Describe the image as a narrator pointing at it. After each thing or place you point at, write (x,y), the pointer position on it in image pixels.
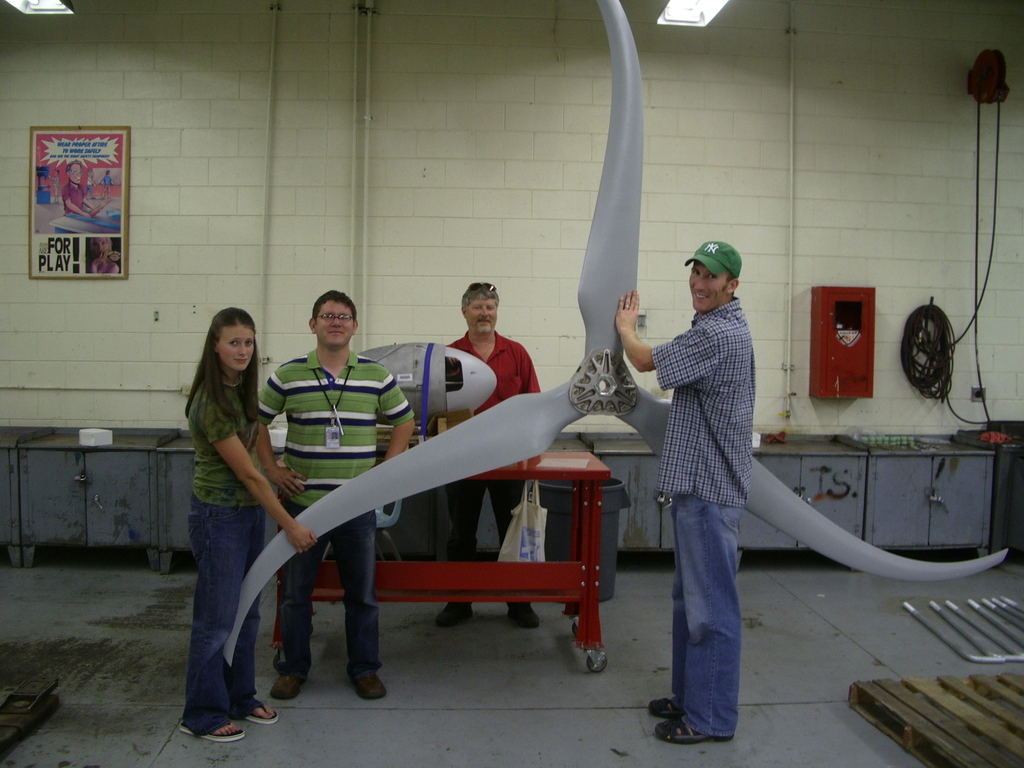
In the right (705,678) a man (693,722) is standing holding a propeller (627,393). He wears cap (729,272) in the left (224,317) a man (380,408) and women (180,730) are standing they also holding the propeller (434,462) there is a wall (302,291) behind them and there are lights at the top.
